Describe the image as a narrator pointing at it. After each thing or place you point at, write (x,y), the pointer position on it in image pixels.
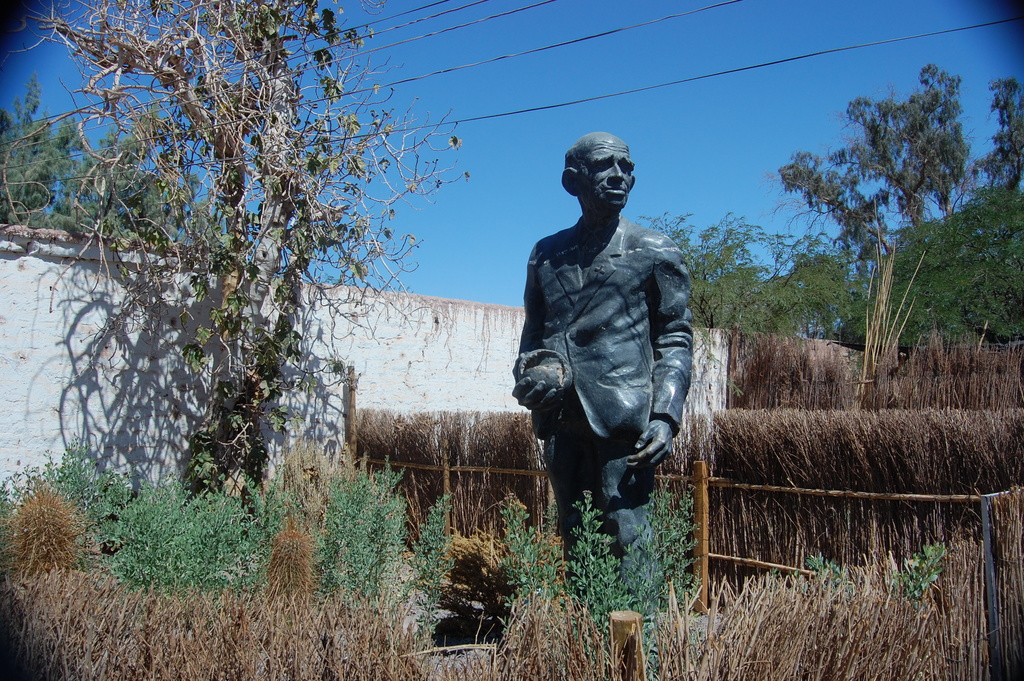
In this picture we see a statue (525,335) placed in between a field (520,665) surrounded by bushes (512,512) and trees (260,396). Here the sky (513,171) is blue.
